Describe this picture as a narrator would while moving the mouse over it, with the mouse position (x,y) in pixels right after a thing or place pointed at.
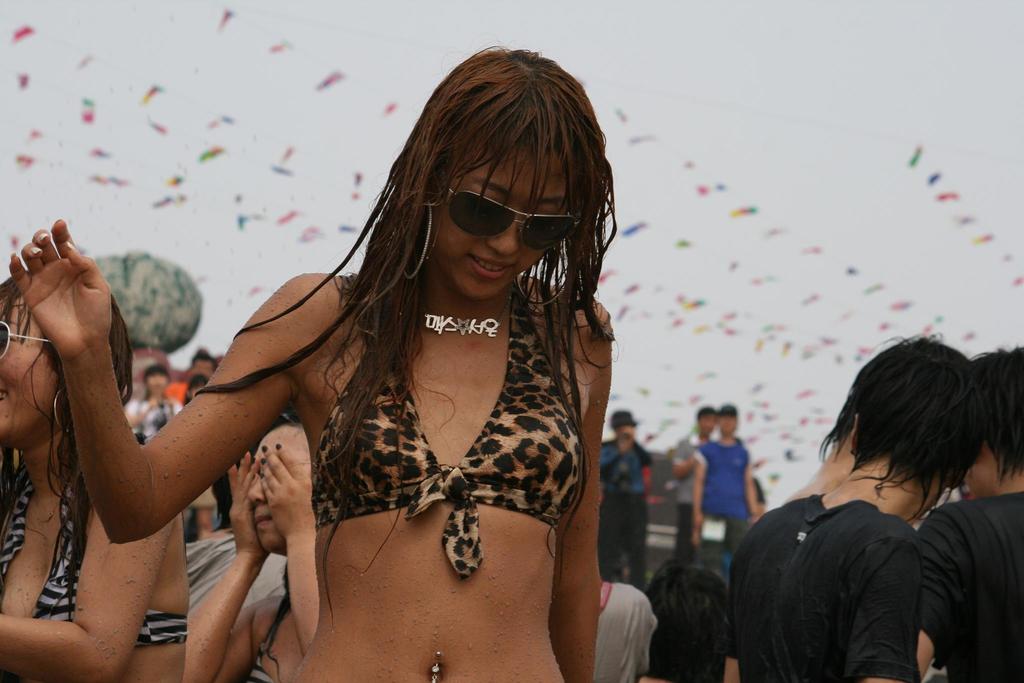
In this picture I can see there is a woman (575,648), she is wearing goggles (480,220) and she is looking at the floor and in the backdrop (878,465) I can see there are few men (871,517), they are wearing black t-shirts (809,544) and in the backdrop (733,431) there are few people (705,413) standing on the dais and the sky (734,193) is clear.
